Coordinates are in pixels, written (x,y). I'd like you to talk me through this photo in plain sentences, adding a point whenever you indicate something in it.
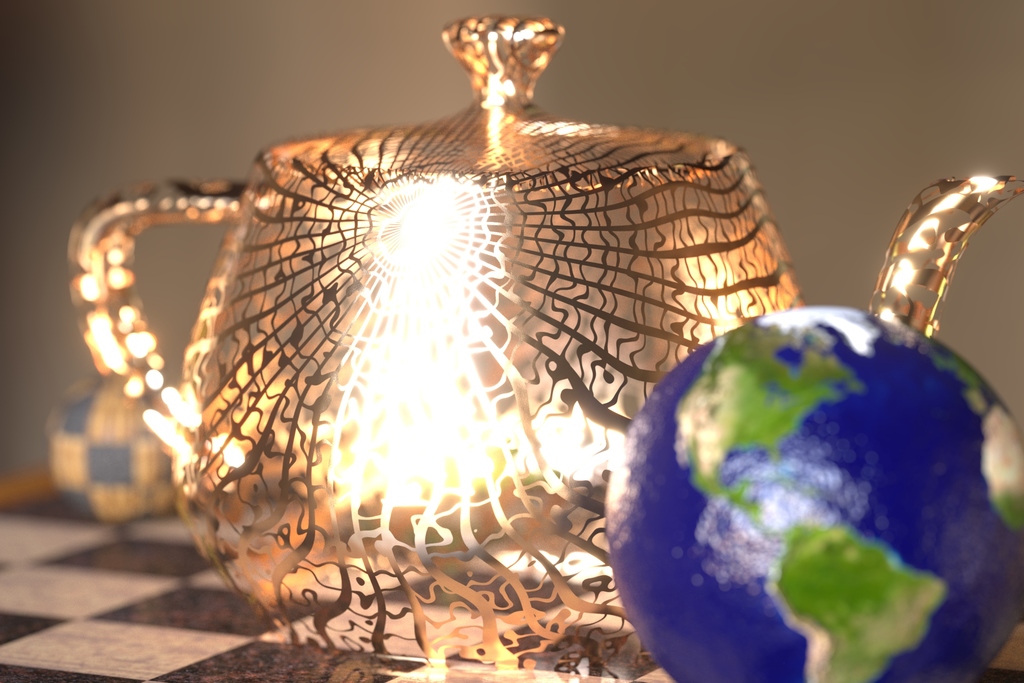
In this image I can see the black and white colored surface (193,639) and on it I can see a tea pot (460,419) which is gold and transparent. I can see a globe (831,458) which is blue, green and cream in color. I can see a light (490,406) through the teapot (455,266) and the blurry background (697,27).
